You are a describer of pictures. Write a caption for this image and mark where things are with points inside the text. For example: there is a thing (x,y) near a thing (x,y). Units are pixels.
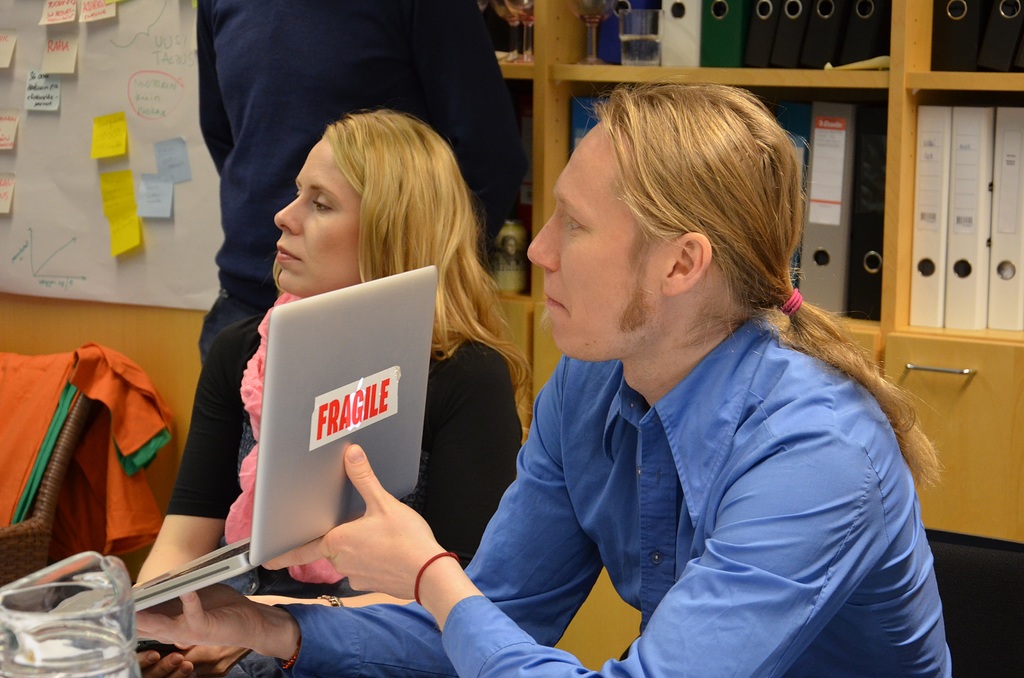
In this image there are two persons (457,321) seated, there is a laptop (283,506) in one of the person's hand (361,562), behind the person's (442,467) there is a wooden wardrobe (814,74) with files (853,111) in it.
